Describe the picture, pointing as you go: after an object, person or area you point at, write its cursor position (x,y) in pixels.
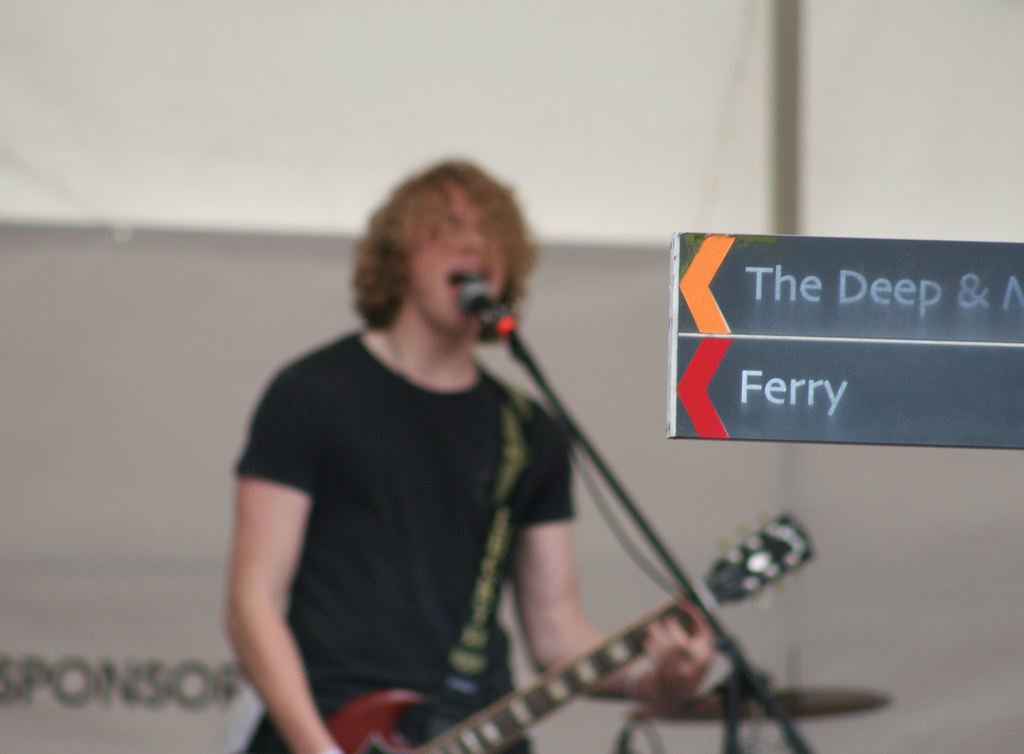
On the right side of the image (882,273), we can see name boards (794,334). Background (829,87) we can see blur view. Here a person (469,538) is holding a guitar (533,702) and singing in-front of a microphone (475,293). Here there is a rod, wire (653,570) and banner (104,405). Here there is a pole (787,129).
